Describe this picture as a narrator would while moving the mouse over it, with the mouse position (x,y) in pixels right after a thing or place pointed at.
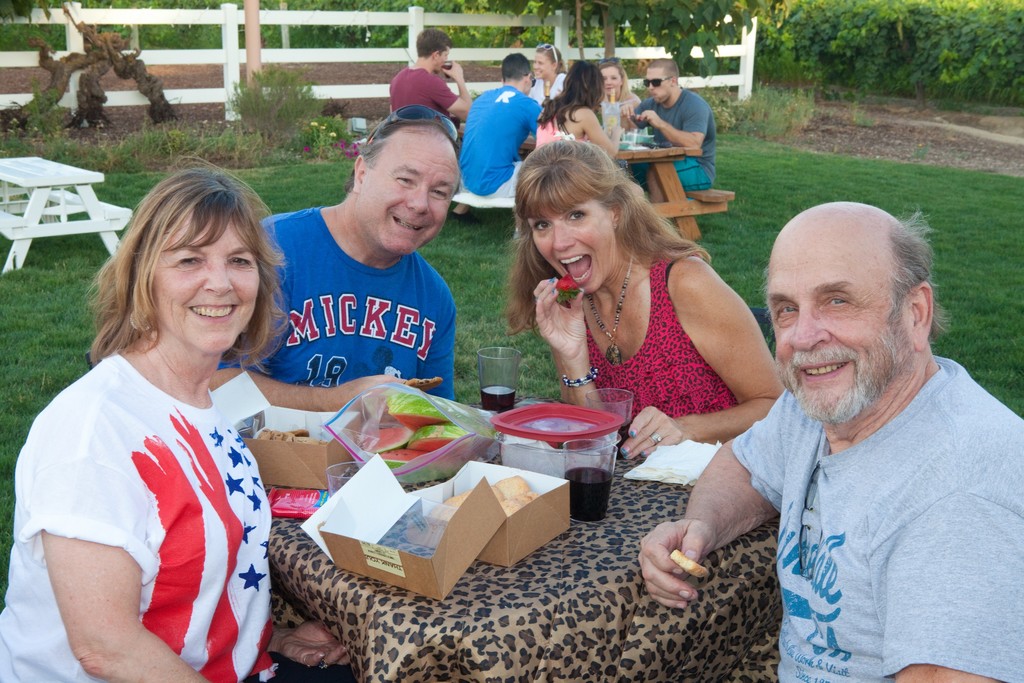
There are four people (797,459) sitting around a table (584,577). There are two men (372,350) and two women (184,518). There is a cool drink glass (579,491), box (540,521) and a cover (456,415) full of watermelon (400,431) and a ketchup (312,491) on the table (533,616). A man (793,507) is holding a biscuit (687,561) in his hand (653,538). A woman (148,430) is looking and laughing. At the background (231,37) we have wooden fence (193,21) and small flower plants (318,126). There are other people (553,117) also in the background (509,55) who are eating. There is a plants (833,26) to the right side (933,26) top corner and a grass (873,178) on the floor (752,220).
